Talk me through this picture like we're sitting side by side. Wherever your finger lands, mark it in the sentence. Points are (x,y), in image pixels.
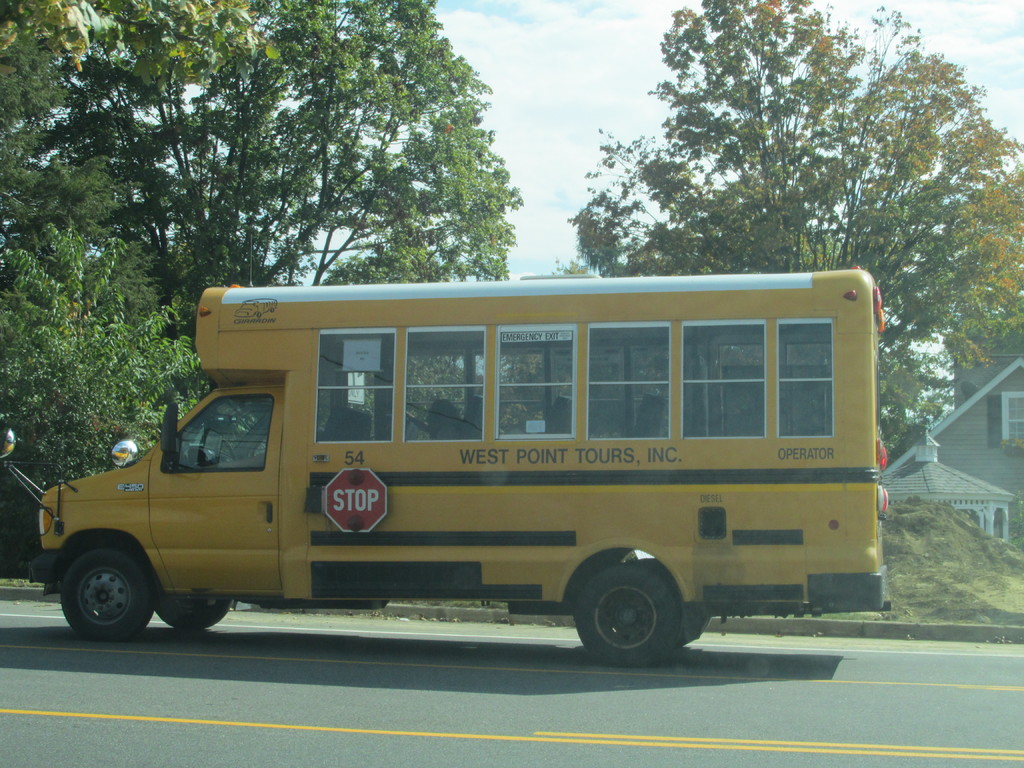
This image consists of a van (647,573) in yellow color. At the bottom (541,653), there is a road (542,766). In the background (511,189), we can see the trees (827,239). At the top (562,151), there are clouds (543,92) in the sky (530,95). On the right (977,434), there is a house (980,479).
